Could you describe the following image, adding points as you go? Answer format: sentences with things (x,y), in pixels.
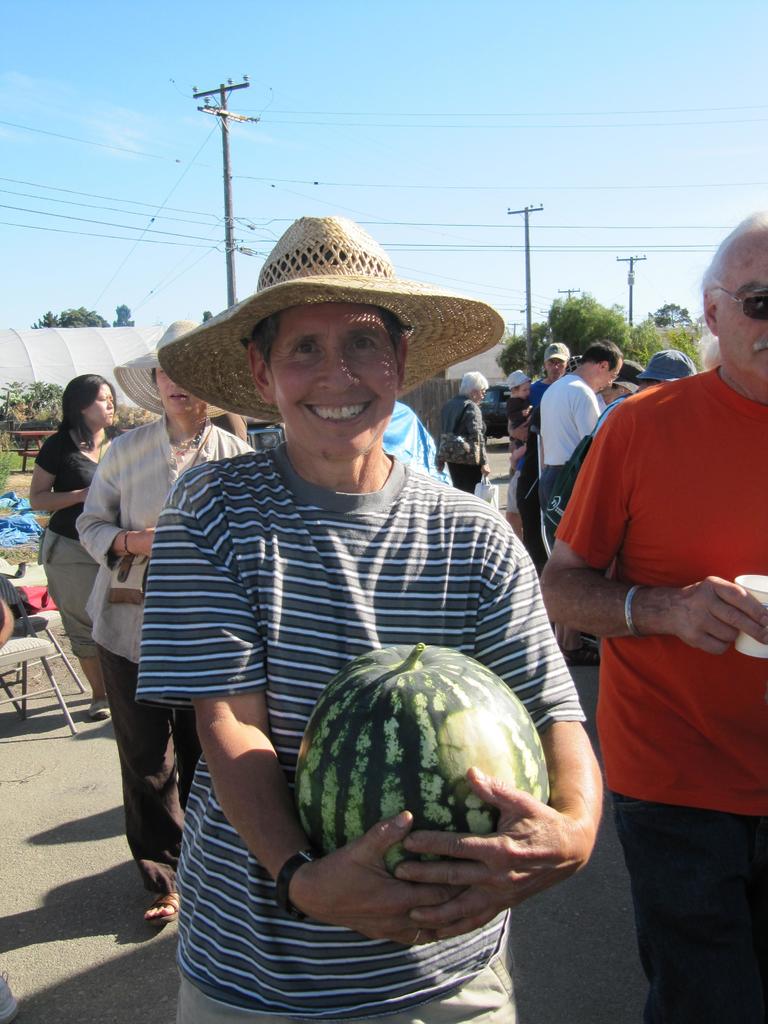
In the center of the image (313,626) we can see one person (435,517) standing and smiling. And he is holding one watermelon (427,794) and he is wearing a hat (267,413). And we can see a few people (60,514) are standing and few people (514,471) are wearing caps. And few people (559,441) are holding some objects (568,498). In the background (364,47) we can see the sky (283,191), clouds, trees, grass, chairs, tents (77,332) etc.
